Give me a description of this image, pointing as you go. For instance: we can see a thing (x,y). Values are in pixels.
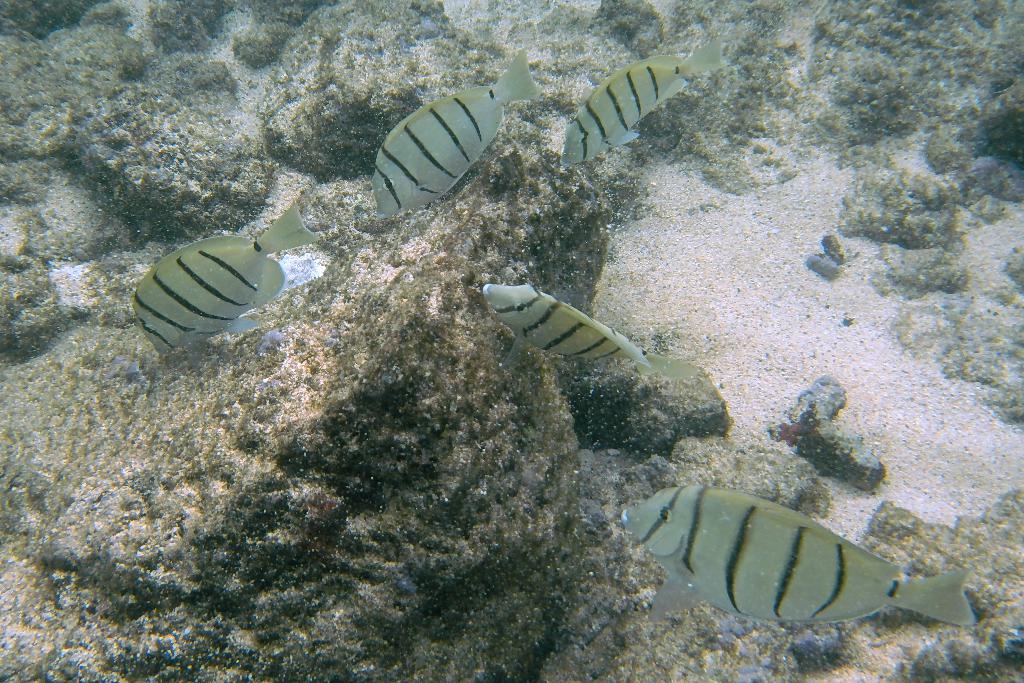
In this image we can see fishes (260,275) are floating in the water (601,517) and we can see rocks (297,326) and sand (730,328).
